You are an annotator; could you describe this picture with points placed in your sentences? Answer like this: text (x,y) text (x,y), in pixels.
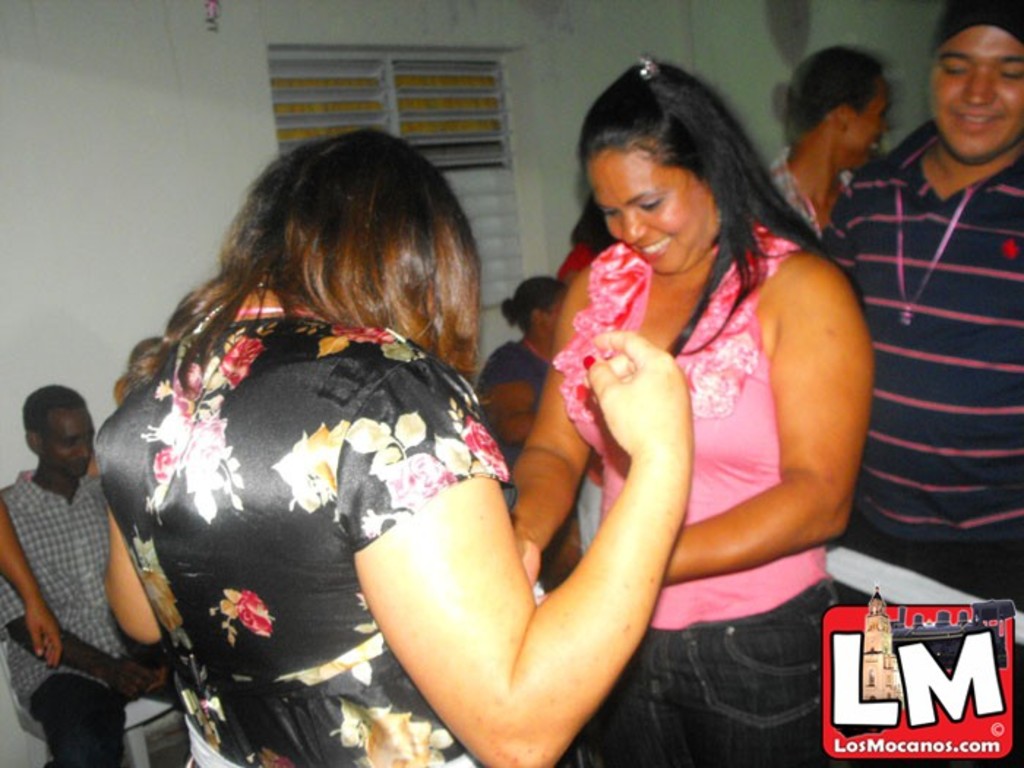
In this picture we can see group of people (575,257), few (72,437) are sitting on the chairs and few (513,496) are standing, in the bottom right hand corner (906,703) we can see a logo (855,714) and some text (871,744).
